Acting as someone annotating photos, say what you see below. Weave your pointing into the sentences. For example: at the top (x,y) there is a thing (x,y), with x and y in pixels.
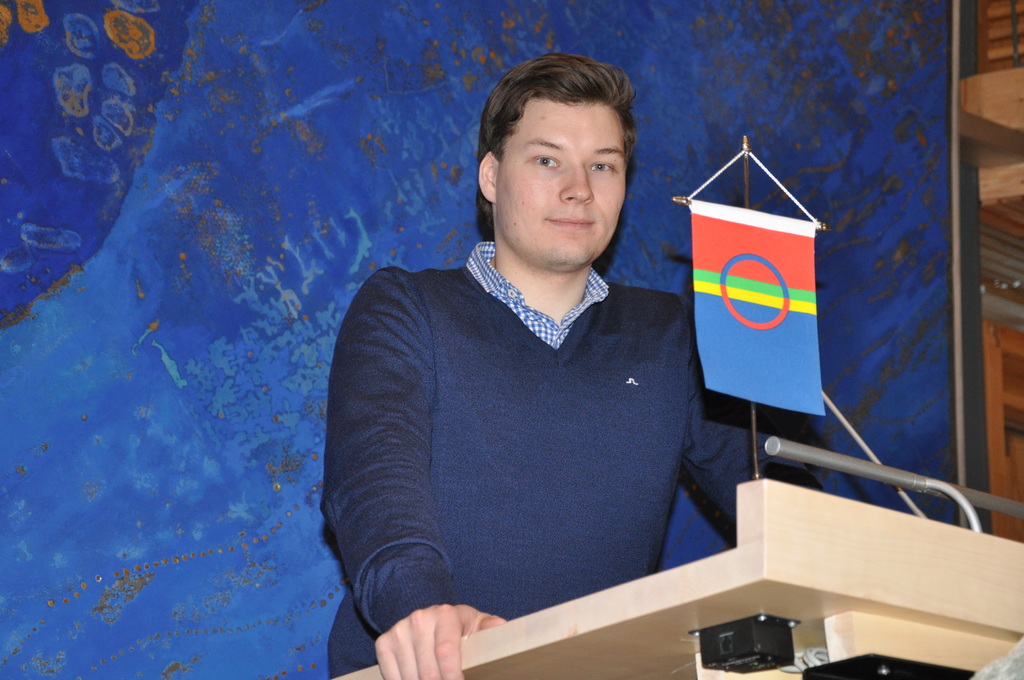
This picture might be taken inside a conference hall (619,567). In this image, we can see a man (549,360) wearing a blue color shirt (531,382) is standing in front of the podium (830,578), on that podium (844,533), we can see a flag (750,370). in the background (115,182), we can see blue color. On the right side (992,349), we can see a door (1008,357) which is closed.
